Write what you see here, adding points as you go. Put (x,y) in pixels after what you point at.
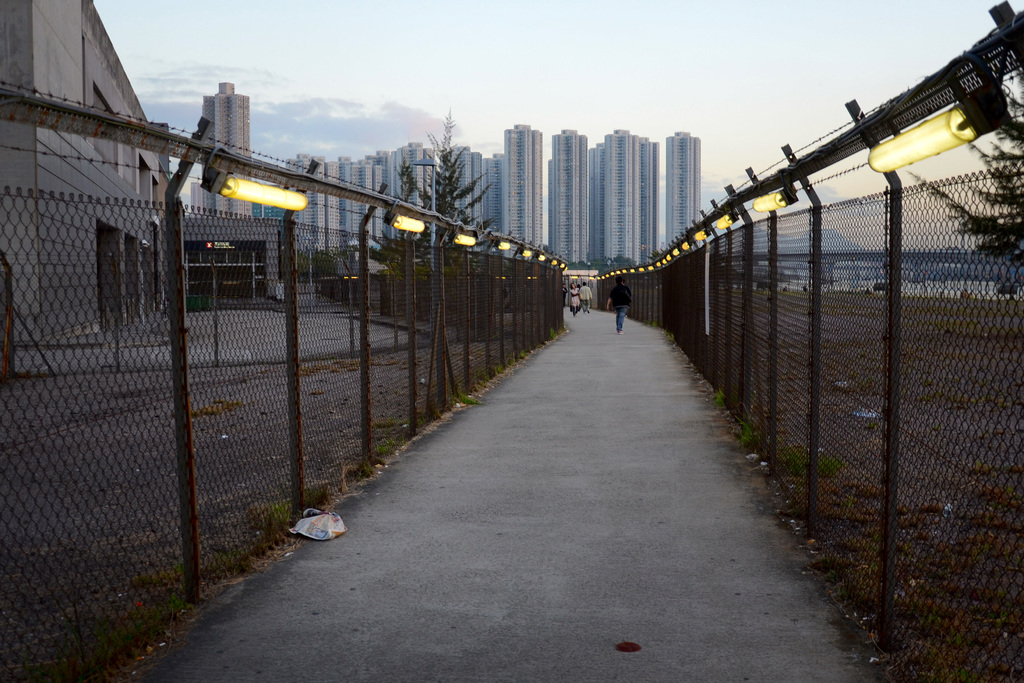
In this image we can see a walkway (610,387) on which people (573,310) are walking. On the either side of the image we can see fence (305,374) with lights (933,142). In the background (199,285), we can see trees (447,168), buildings (420,177) and sky (581,73) with clouds (371,104).
